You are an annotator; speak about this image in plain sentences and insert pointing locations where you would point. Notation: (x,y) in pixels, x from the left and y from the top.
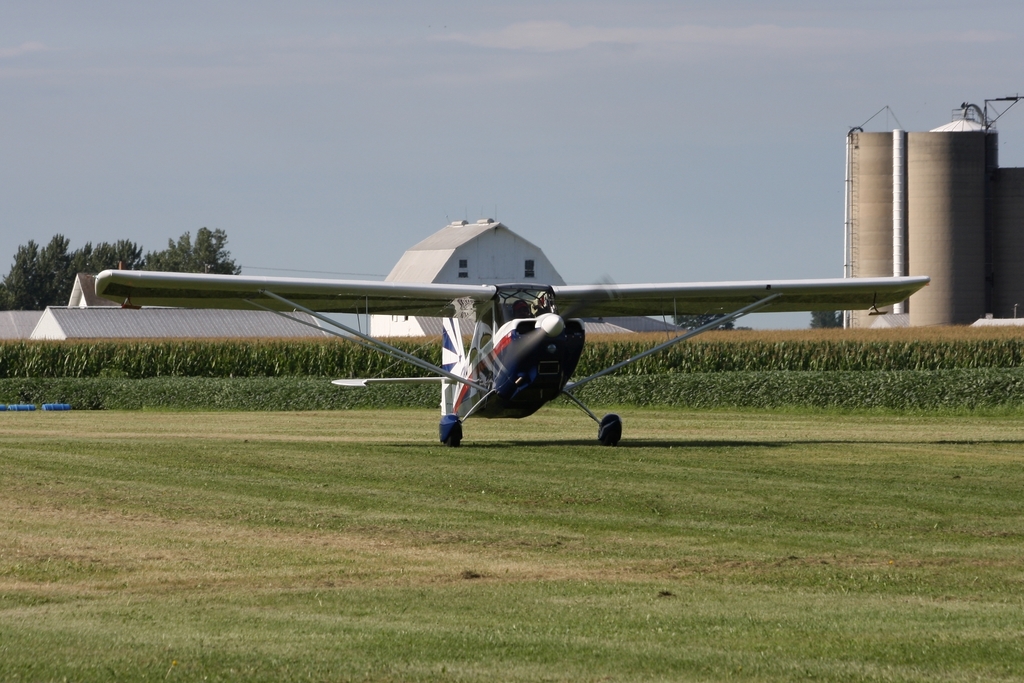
In this image we can see an airplane (494,396) on the ground (481,419), behind the airplane (579,341), we can see some plants (593,367), trees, houses (193,320) and buildings (910,156), in the background (646,83) we can see the sky (727,98) with clouds (795,25).
